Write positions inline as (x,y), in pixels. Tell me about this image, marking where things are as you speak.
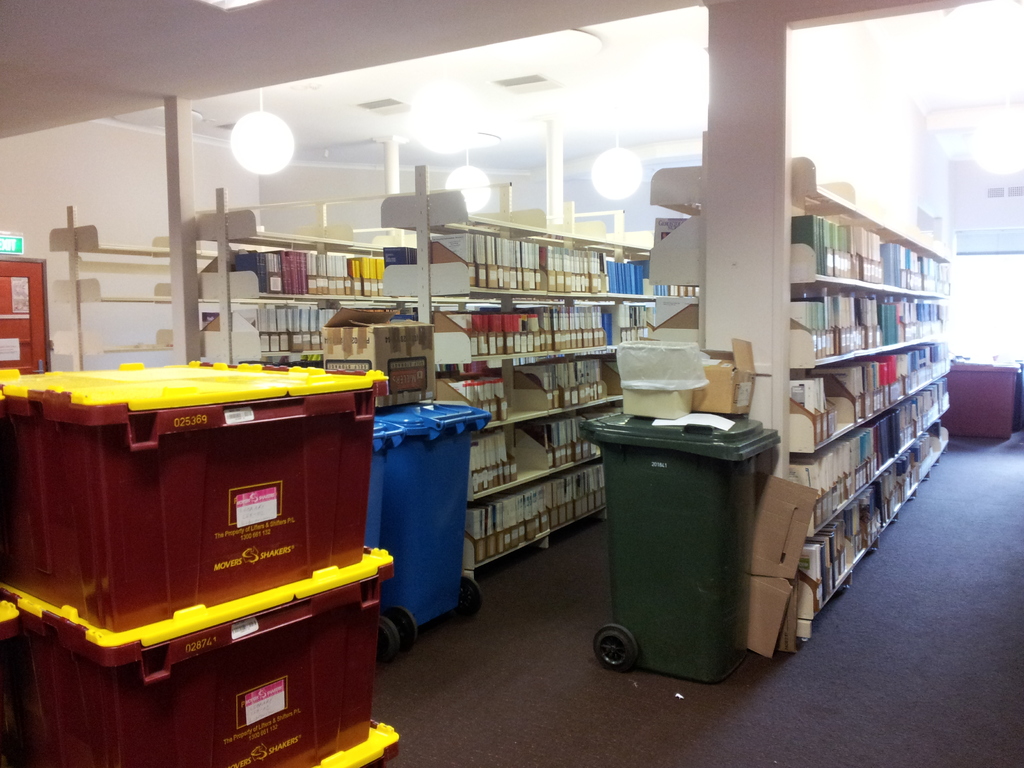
In this image we can see some containers (274,497) and cardboard sheets (752,633) placed on the floor (724,700). We can also see some boxes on a container (656,466). We can also see some pillars (737,293), a group of books (696,293) and objects (473,271) placed in the shelves (130,339), a door (32,281), a signboard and a roof (383,108) with some ceiling lights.
